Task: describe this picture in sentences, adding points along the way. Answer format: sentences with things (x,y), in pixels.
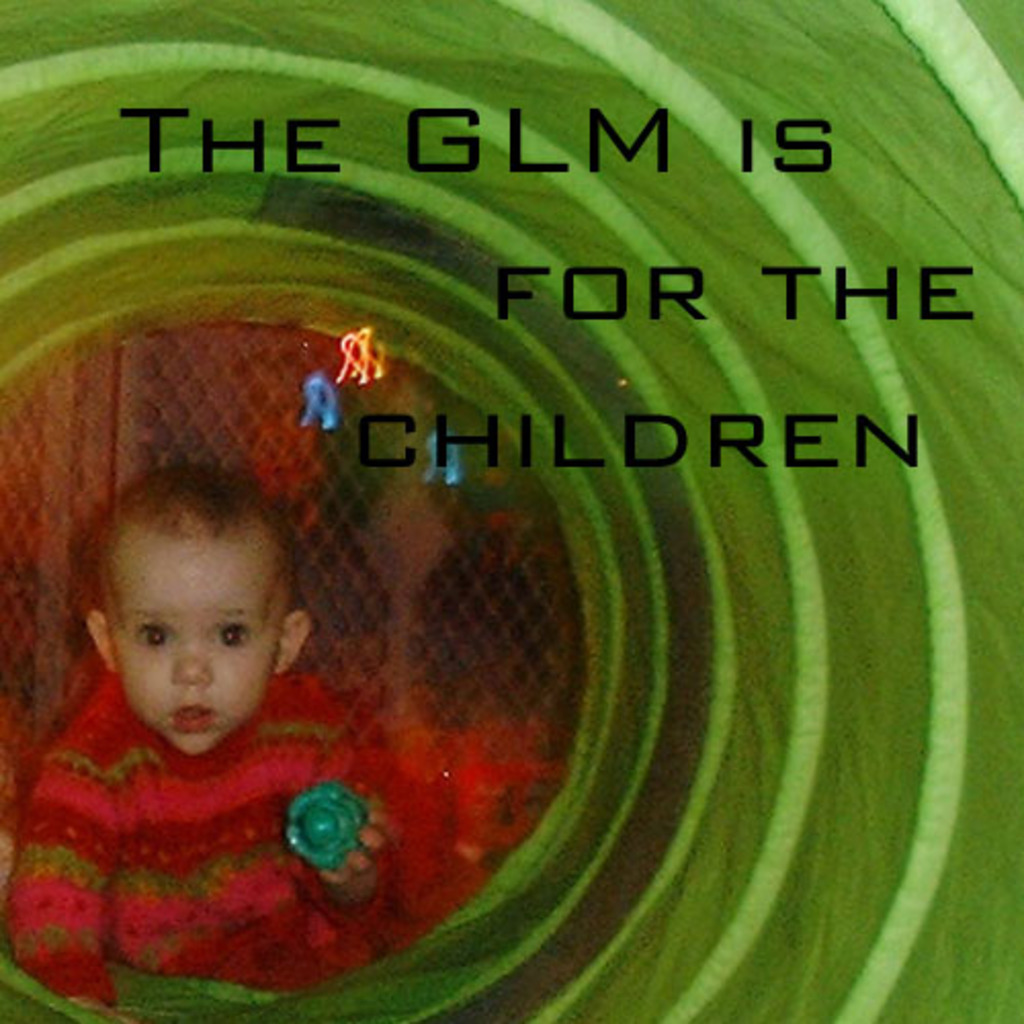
In this picture we can see a baby (276,664) sitting in a fabric tunnel (489,921), baby (224,801) is holding an object (320,817) and we can see some text (517,283).
